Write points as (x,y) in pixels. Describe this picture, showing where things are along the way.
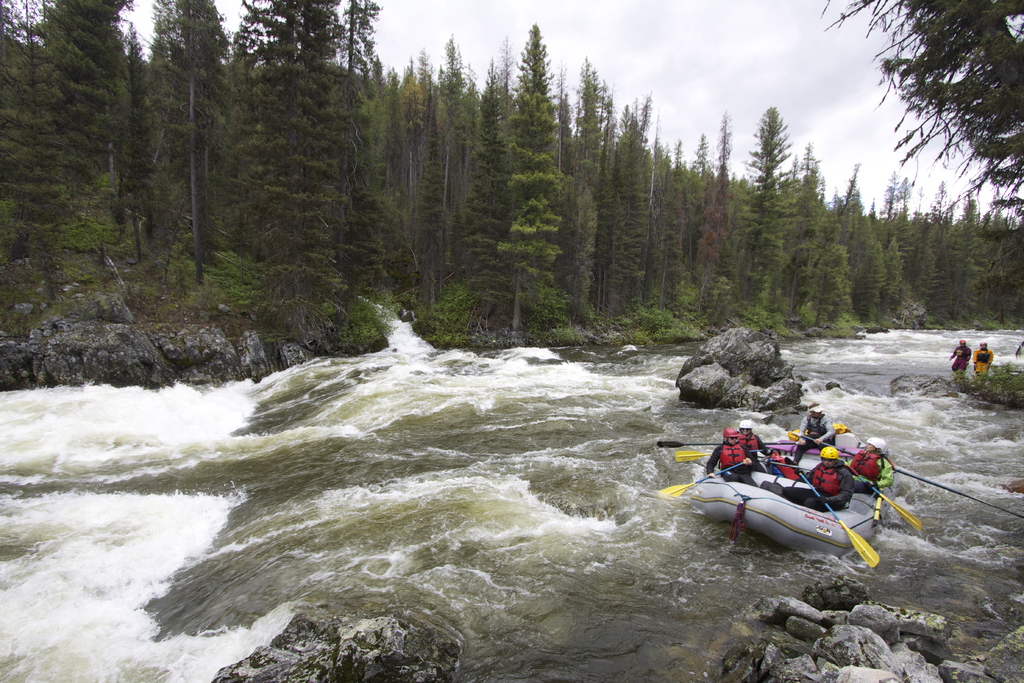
In this picture we can see a boat (806,464) on the water (501,519) with five people (843,463) wore helmets (728,433), holding paddles (684,454) with their hands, sitting on it and at the back of them we can see two people (985,366), rocks (151,376), trees (566,222) and in the background (576,47) we can see the sky (697,86).
